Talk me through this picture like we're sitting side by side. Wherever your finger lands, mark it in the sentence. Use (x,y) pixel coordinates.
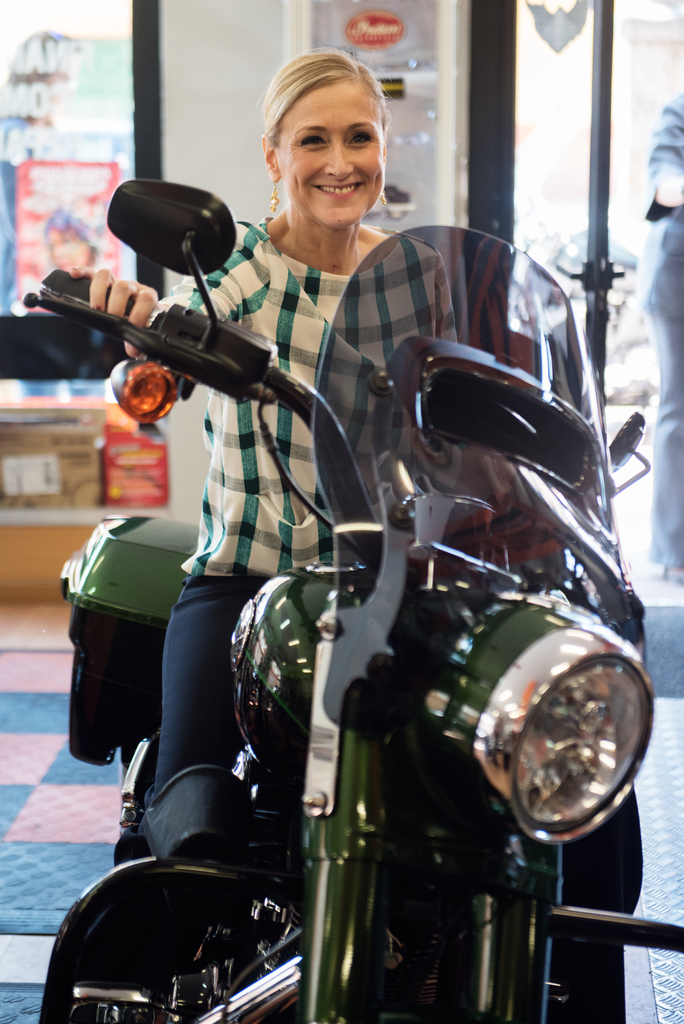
In the picture there is a woman (311,328) sitting on a new bike (394,760) and she is smiling. She is wearing a white shirt (271,294), blue jeans (223,630) and earrings (276,203). To the right corner of the image (670,295) there is another person (670,306) standing. In the background (220,101) there is wall (220,91), glass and box (80,470).
